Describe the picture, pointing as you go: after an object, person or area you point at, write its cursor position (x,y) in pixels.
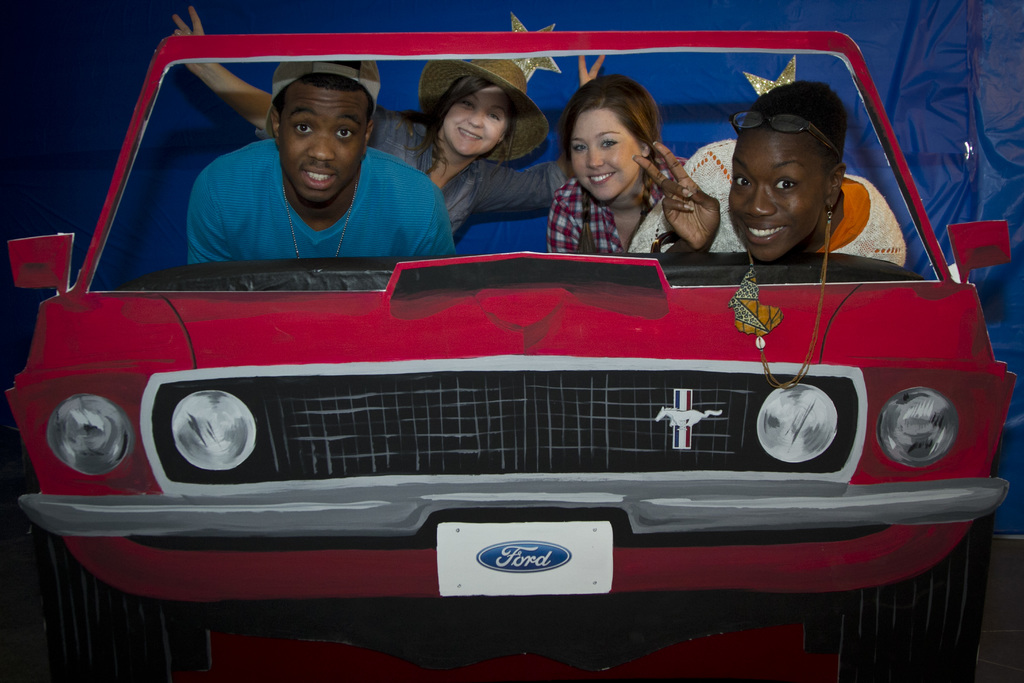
Four people (553,178) are sitting in the car (469,554). On the right side (784,187) lady (789,144) is wearing goggles (744,114). On the left side (337,96) person (327,80) is wearing a cap (375,91). And this is a red color car (465,402). On the car (524,547) there is a logo (522,561). In the background (832,63), there is a blue curtain (122,49).
